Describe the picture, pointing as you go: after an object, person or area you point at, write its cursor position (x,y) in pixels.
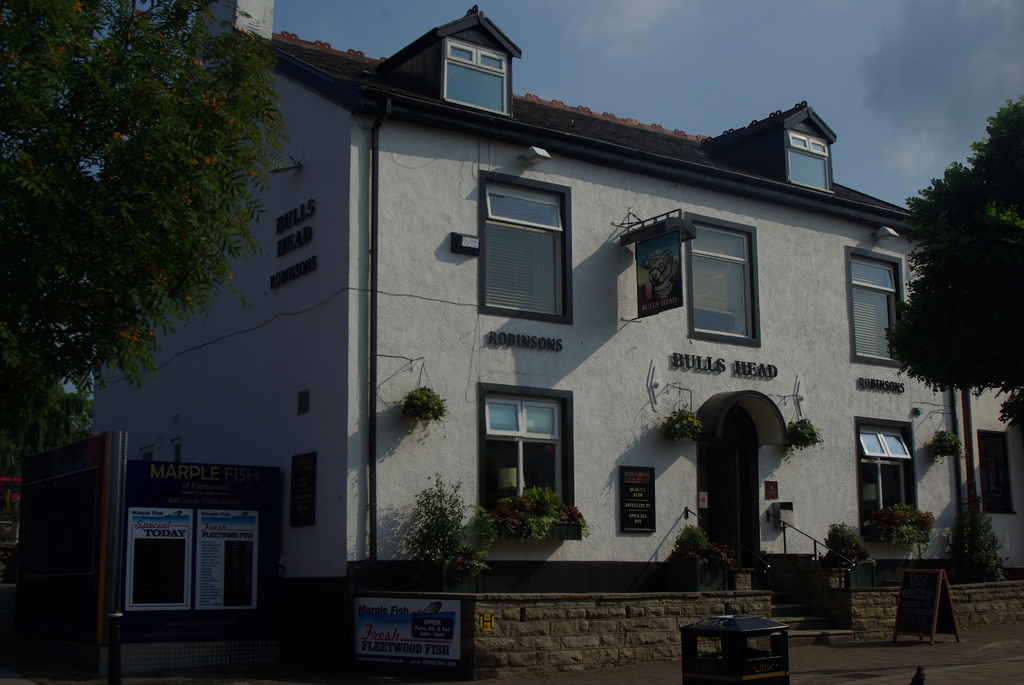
In this image we can see a building (576,403) with windows (534,409) and a staircase (801,636). We can also see some boards (221,509) with some text (212,533) on them, some plants (462,547) in the pots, a container (688,628), a bird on the ground (939,666), some trees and the sky (775,54) which looks cloudy.
